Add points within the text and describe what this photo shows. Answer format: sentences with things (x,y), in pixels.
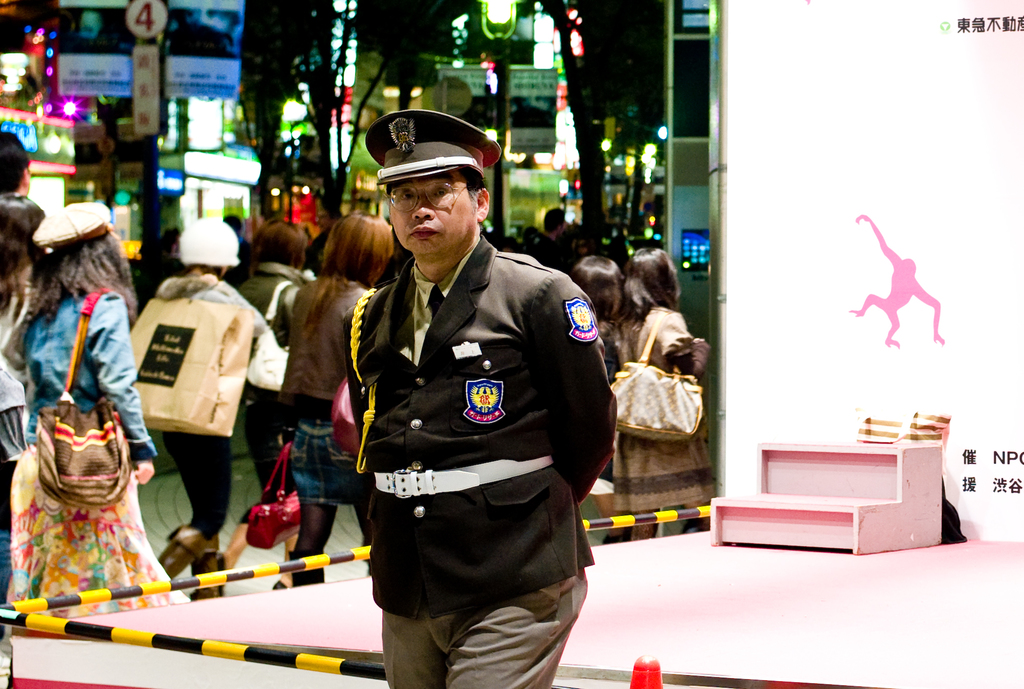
In this image there is a man (463,396) standing, he is wearing a cap (423,148), there are a group of persons (288,354) walking, they are holding an object (234,334), they are wearing a bag (641,371), there is a pole (150,191), there are boards (155,84), there is text (147,66) and numbers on the boards (98,58), there is a light (494,24) towards the top of the image (531,17), there are buildings (228,181), there is a stage (785,592) towards the bottom of the image (765,596), there is an object (823,479) on the stage (885,553), there is a board (899,176) towards the right of the image (912,185), there is text (981,26) on the board (968,214).
